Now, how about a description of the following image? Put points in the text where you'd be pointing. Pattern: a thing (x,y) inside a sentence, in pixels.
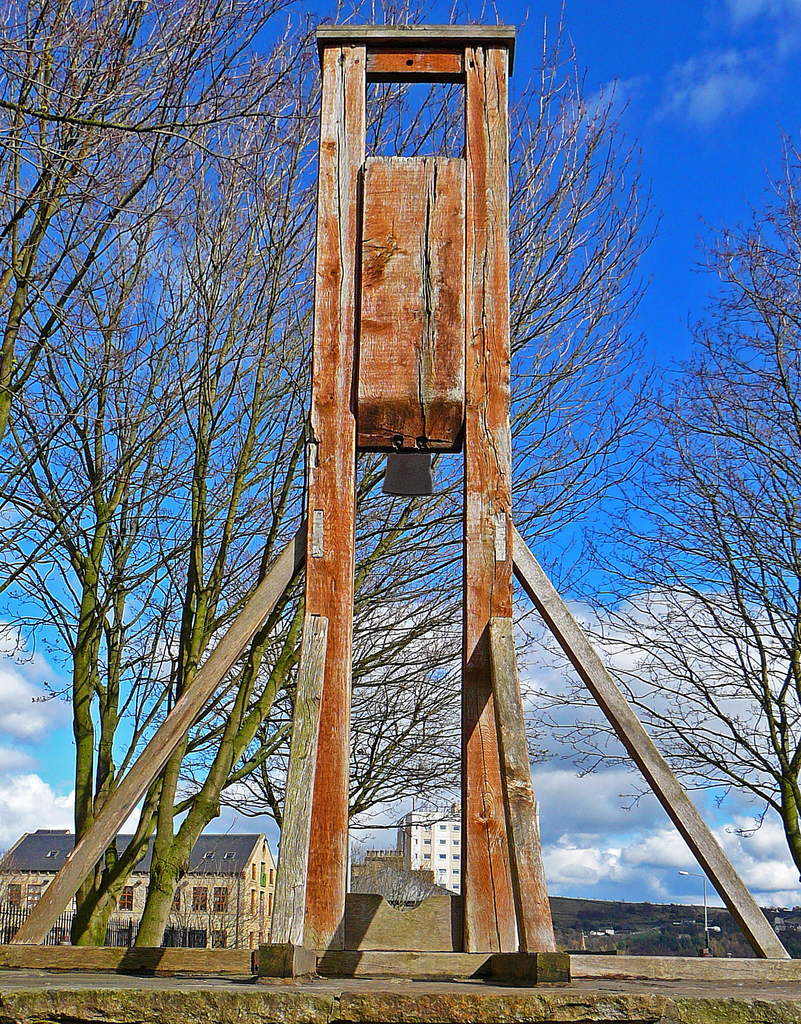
In this image I can see few wooden poles (534,598) which are brown and ash in color and in the background (400,615) I can see few trees (722,677), few buildings (461,836) and the sky (666,260).
